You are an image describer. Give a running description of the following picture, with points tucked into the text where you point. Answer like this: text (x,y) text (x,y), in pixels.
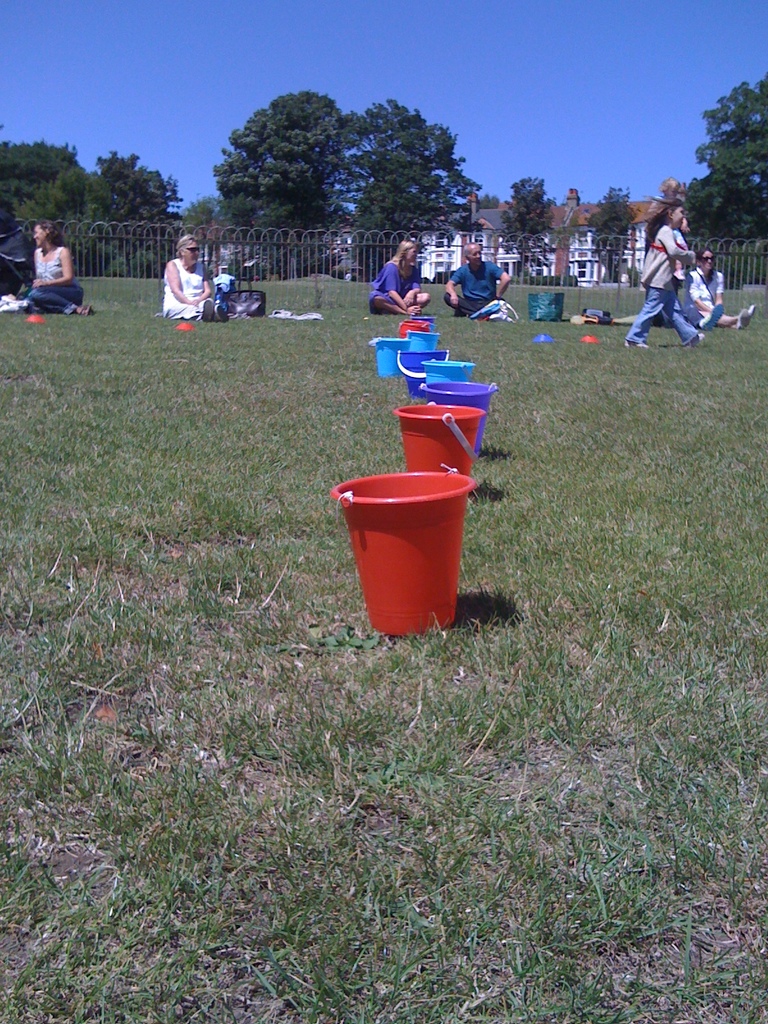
As we can see in the image there is grass (248,624), buckets (425,497), group of people (193,258), fence (206,258) and trees (360,178). At the top (373,22) there is sky (324,77). In the background (574,220) there are buildings (578,225).
